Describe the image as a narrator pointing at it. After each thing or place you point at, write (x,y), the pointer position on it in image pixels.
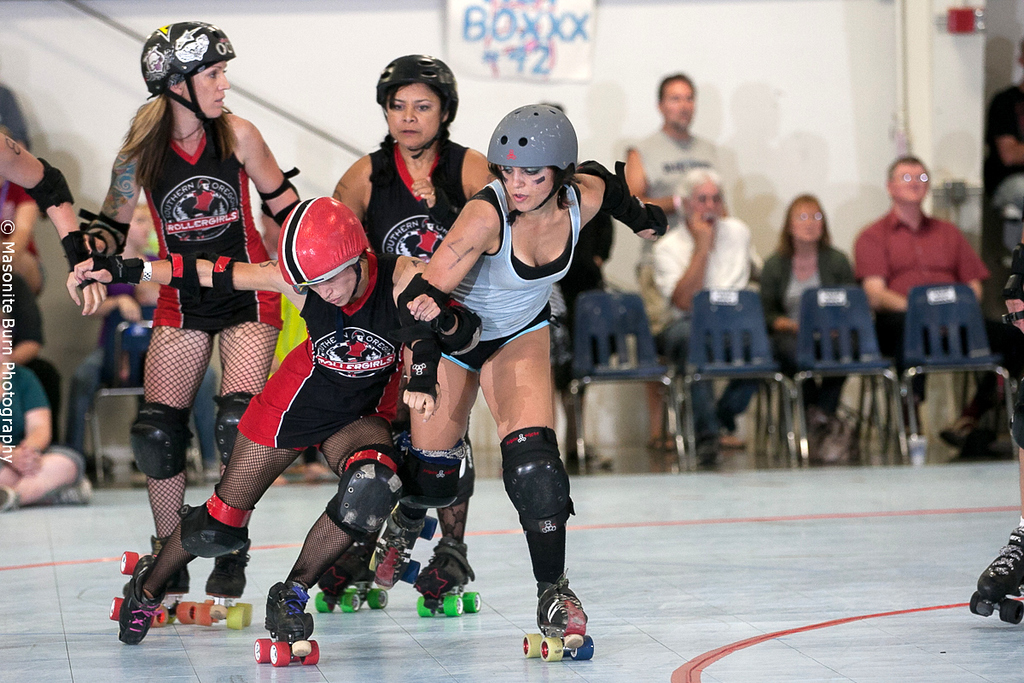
In this picture we can see some people (534,554) skating on the ground (478,498), they are wearing helmets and in the background (690,415) we can see a group of people (657,417), chairs (678,419), wall (848,145), poster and some objects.
